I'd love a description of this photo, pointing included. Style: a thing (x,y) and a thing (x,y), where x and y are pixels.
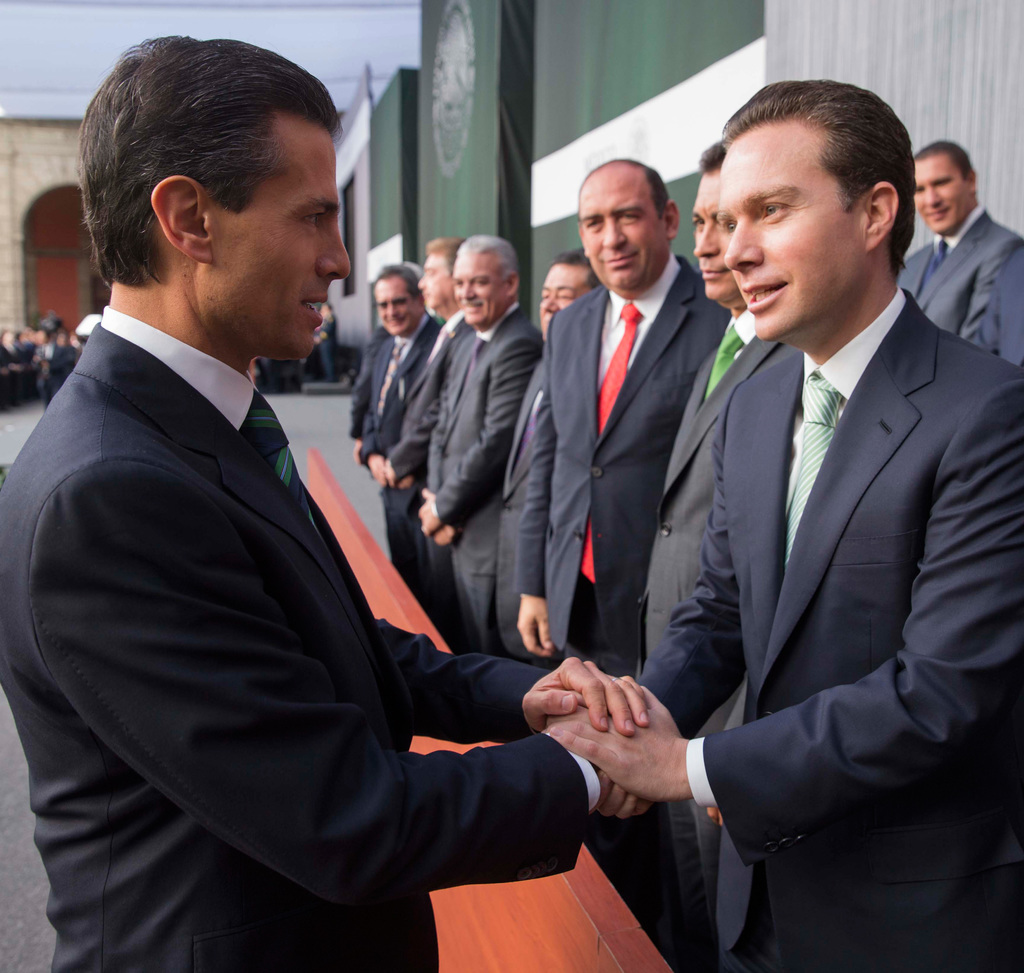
There are people (585,288) standing and these holding hands (591,746) each other. In the background (379,230) we can see wall (677,74) and floor (9,914).
